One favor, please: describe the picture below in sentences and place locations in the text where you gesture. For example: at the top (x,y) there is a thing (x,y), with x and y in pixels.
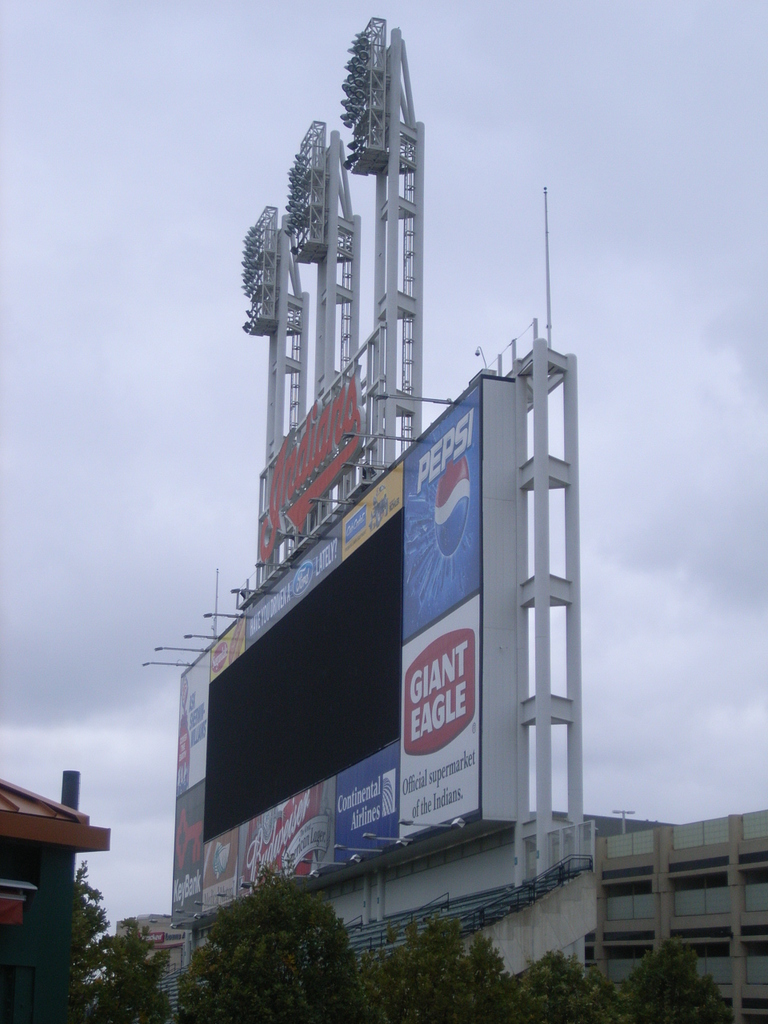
As we can see in the image there are buildings (676,933), trees (252,951), banner (447,558) and sky (57,452).
